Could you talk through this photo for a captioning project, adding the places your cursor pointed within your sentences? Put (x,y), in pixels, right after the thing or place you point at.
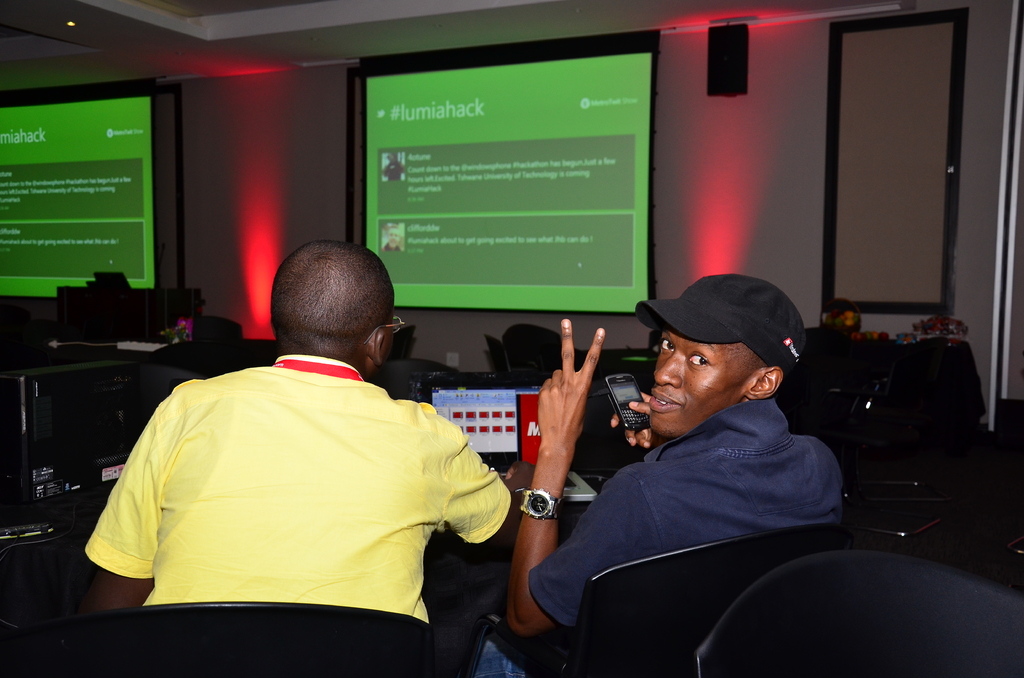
In the image there are two men (581,567), around them there are chairs (223,337) and gadgets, in the background (208,266) there is a wall (330,209) and in front of the wall (315,225) there is a projector screen (493,141) and something is being displayed on the screen (408,147) and there are two red lights (708,152).
